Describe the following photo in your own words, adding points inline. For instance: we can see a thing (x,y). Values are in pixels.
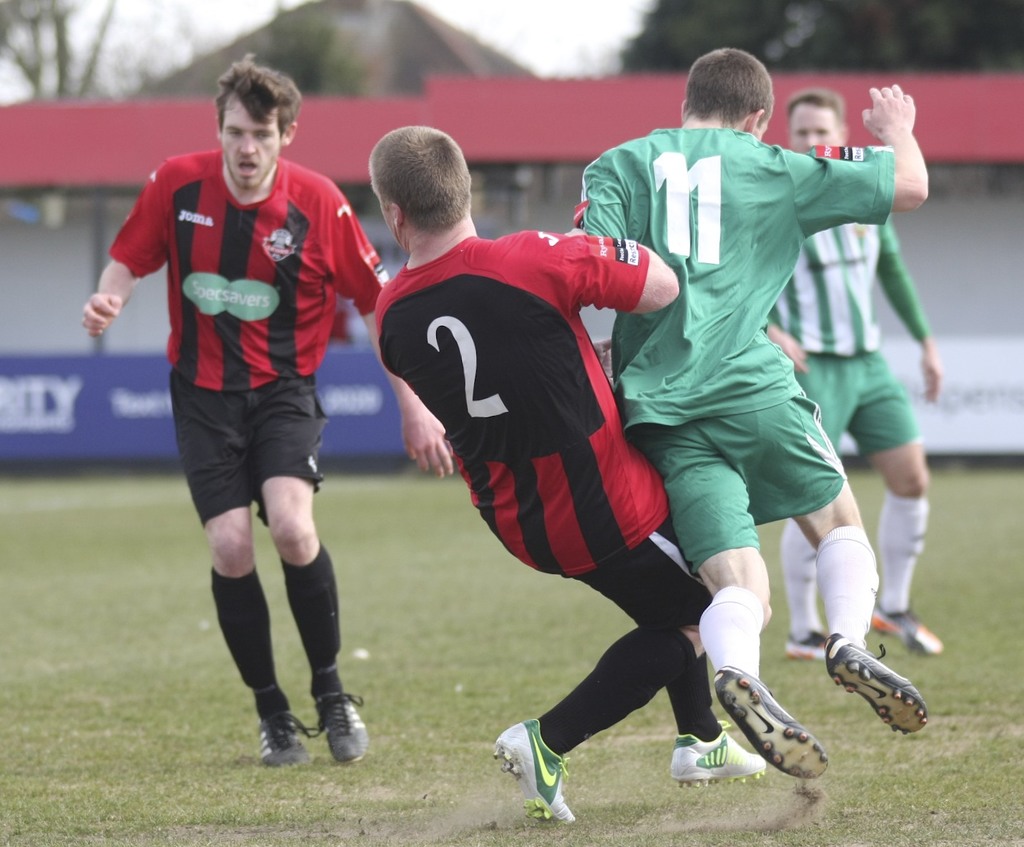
In this picture we can see a group of people (568,537) on the ground (500,552) and in the background (626,15) we can see advertisement boards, shed (548,168), house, trees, sky (641,3).
